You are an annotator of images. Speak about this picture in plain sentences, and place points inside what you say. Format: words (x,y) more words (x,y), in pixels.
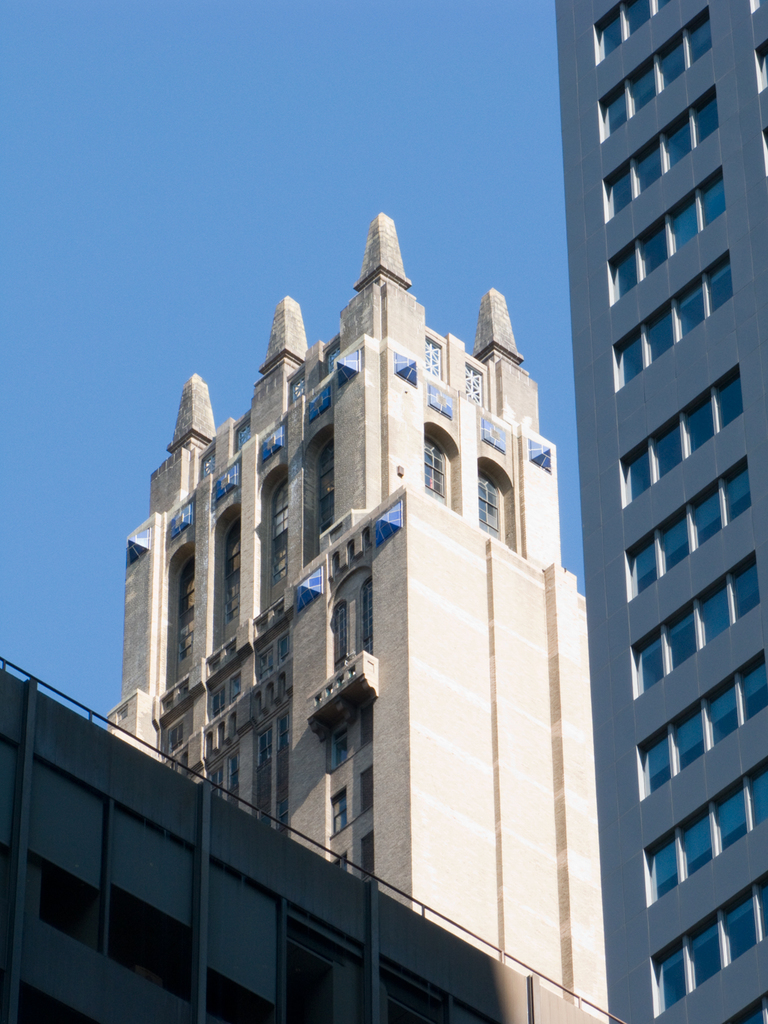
In this picture I can see there are few buildings (359,552) and it has few windows (643,472), which is made of glass (658,322). The sky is clear.
